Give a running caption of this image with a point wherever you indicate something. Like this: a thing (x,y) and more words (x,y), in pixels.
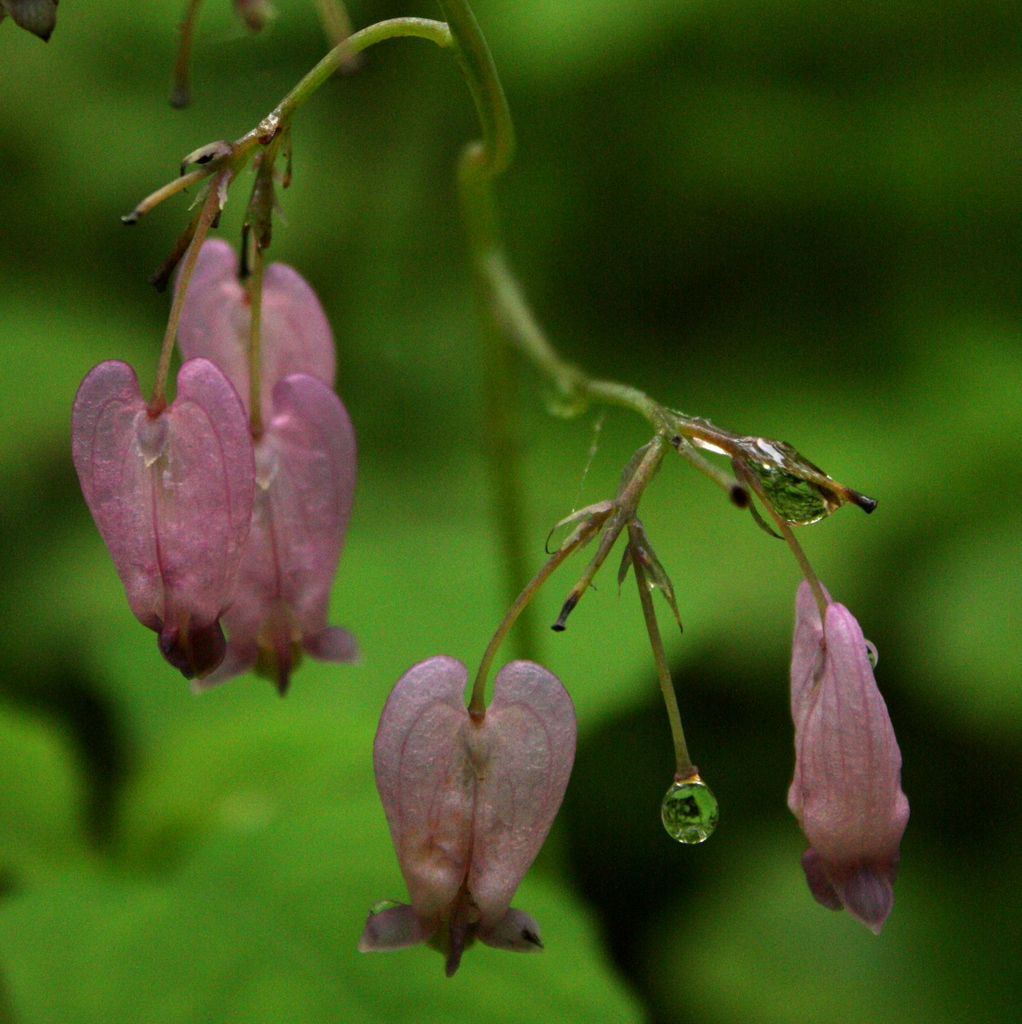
In this picture we can see flowers (258,625) and stems (590,571). In the background of the image (817,263) it is green.
